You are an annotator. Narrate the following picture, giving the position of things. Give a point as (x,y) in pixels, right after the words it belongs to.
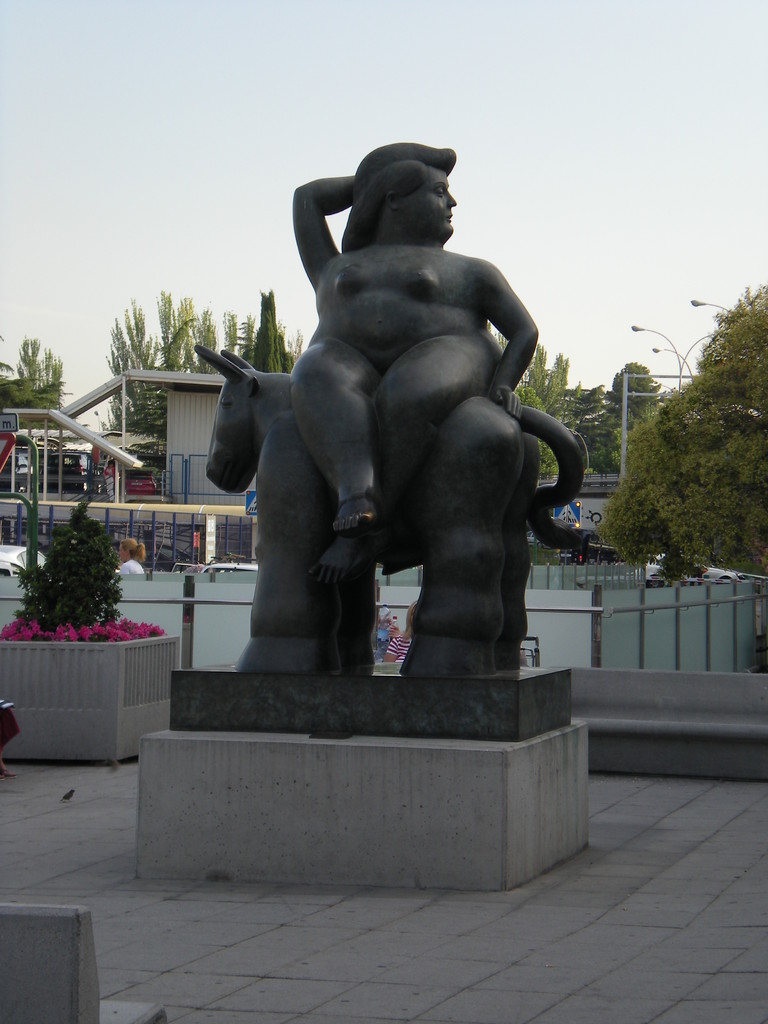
In the picture I can see the black color statue (519,660), I can see flower pots (79,676), I can see the fence (596,608), people (137,551) walking, I can see vehicles (223,565) parked there, I can see light poles (627,466), trees (716,453) and the sky (381,125) in the background (694,172).
